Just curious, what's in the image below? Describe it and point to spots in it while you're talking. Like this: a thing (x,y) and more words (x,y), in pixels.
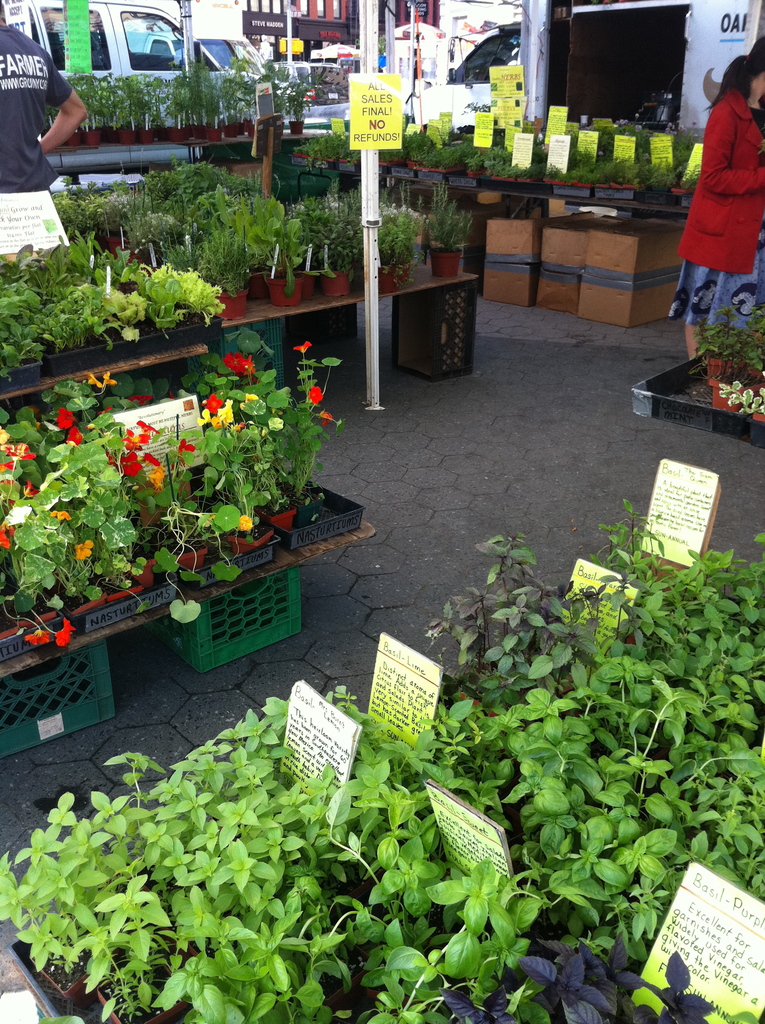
In the picture I can see few plants (185,299) which are placed on an object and there is something written in between it and there is a woman (742,241) standing in the right corner (742,252) and there are few vehicles (238,31) and buildings (248,25) in the background (235,50).
